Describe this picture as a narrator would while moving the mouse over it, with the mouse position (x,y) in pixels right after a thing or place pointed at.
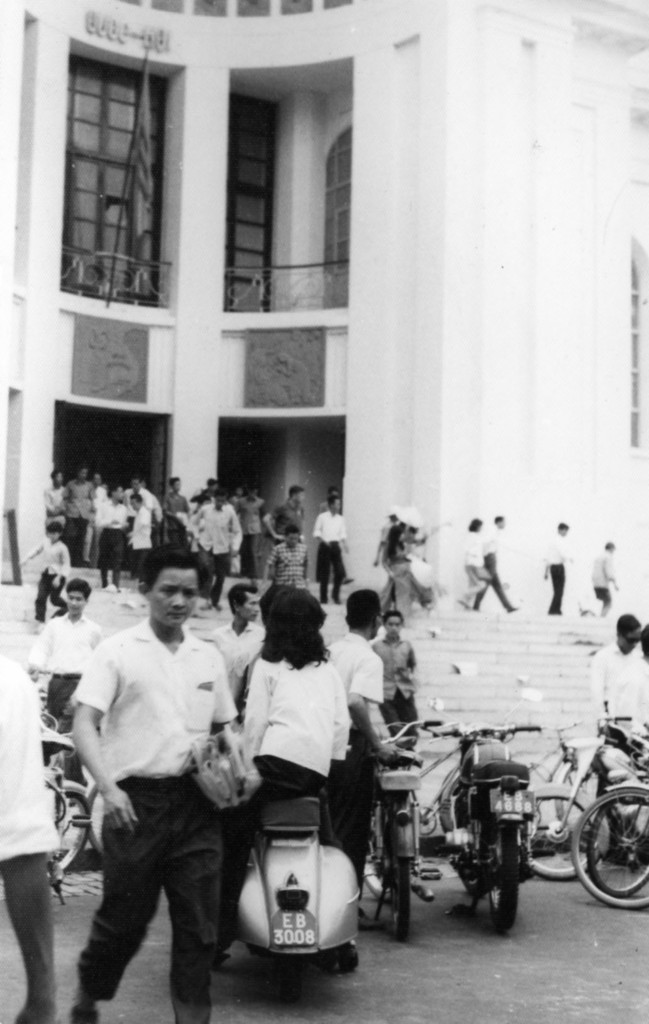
In this image I can see number of people (41,893) are standing, I can also see few vehicles (625,754) and few bicycles (607,722). In the background (500,398) I can see stairs (426,614), a building (289,369) and a flag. I can also see this image is black and white in color.
